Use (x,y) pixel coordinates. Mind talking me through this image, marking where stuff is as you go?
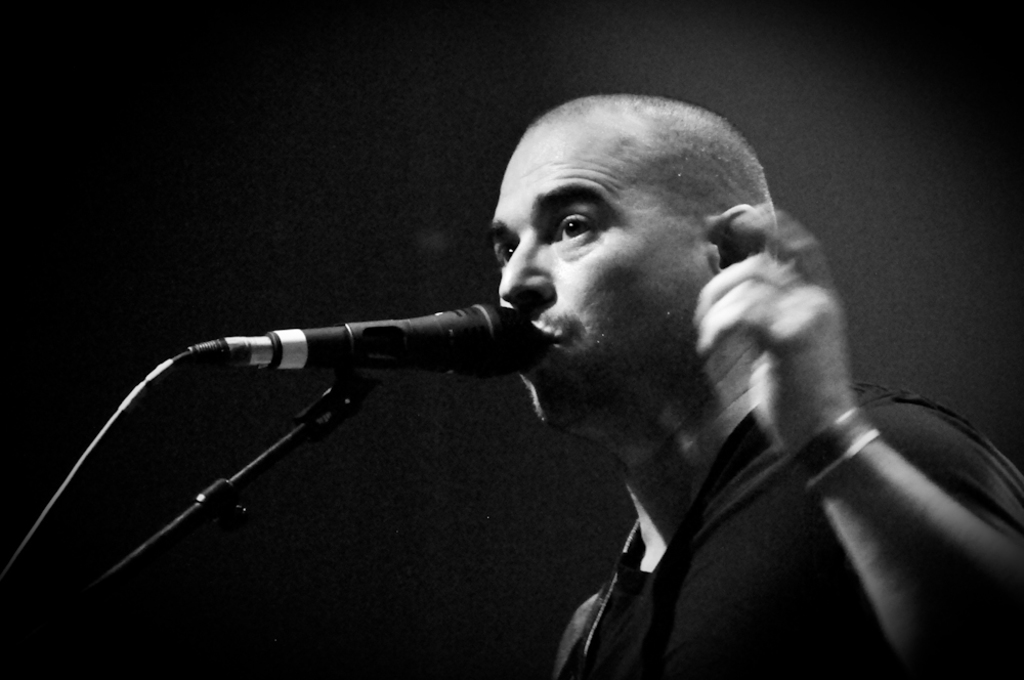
This is black and white picture where a man (594,432) is present. In front of him mic (273,342) is there.
